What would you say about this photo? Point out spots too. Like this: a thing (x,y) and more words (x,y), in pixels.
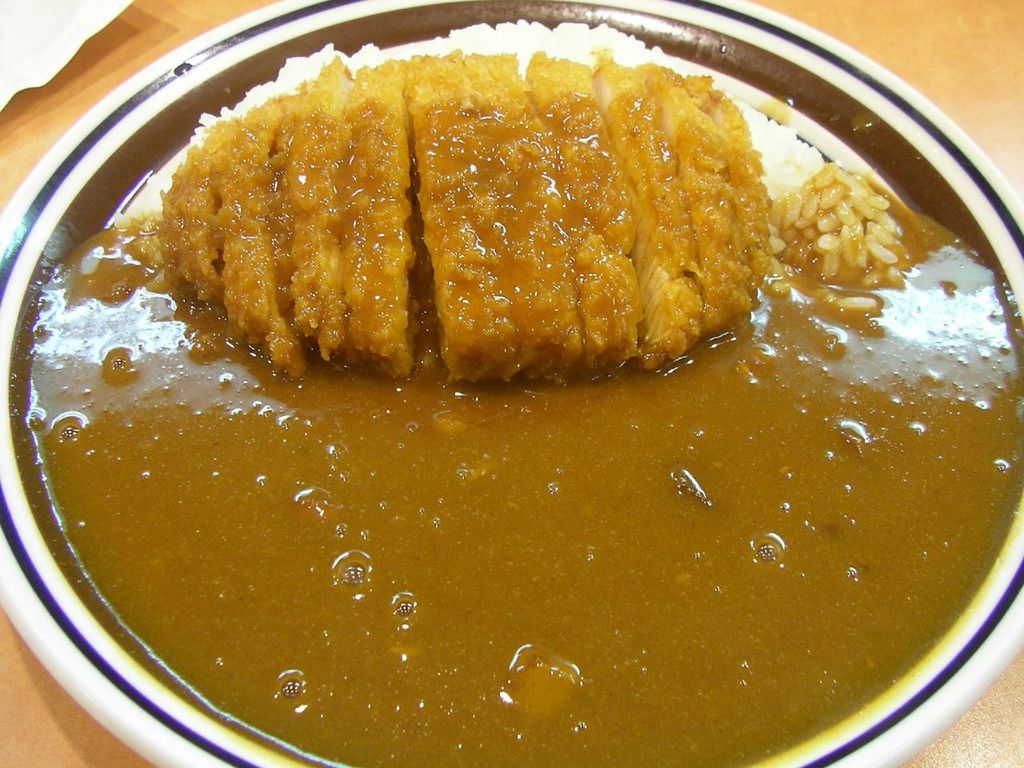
In this image there is a plate (448,421) having some food (568,430) and rice (810,226) on it. Left top of the image (61,48) there is a paper (59,45) on the table (135,44).
